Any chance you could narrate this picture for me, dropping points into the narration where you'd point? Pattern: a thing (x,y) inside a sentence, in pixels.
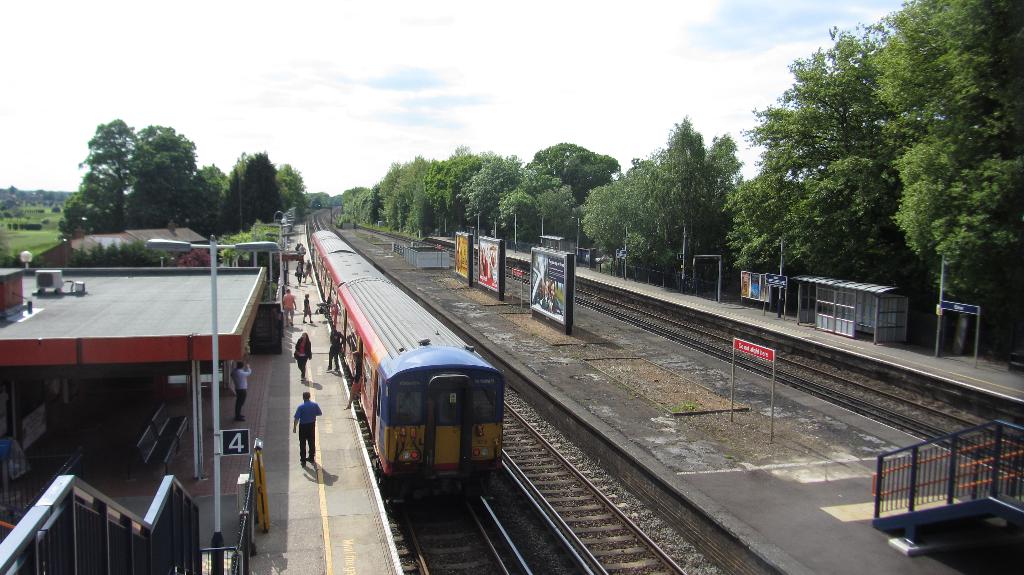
In this image in the middle (387,348), there is a train (404,421), in front of that there is a railway track (502,548). On the left (319,336) there are many people (292,301), staircase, poles (214,408), lights (261,249), platform (203,424), benches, trees (86,260) and grass (28,246). On the right (759,285) there are boards (546,298), posters (540,310), signboards (732,397), platform (722,368), trees (596,243), sky (437,104) and clouds (472,88).
